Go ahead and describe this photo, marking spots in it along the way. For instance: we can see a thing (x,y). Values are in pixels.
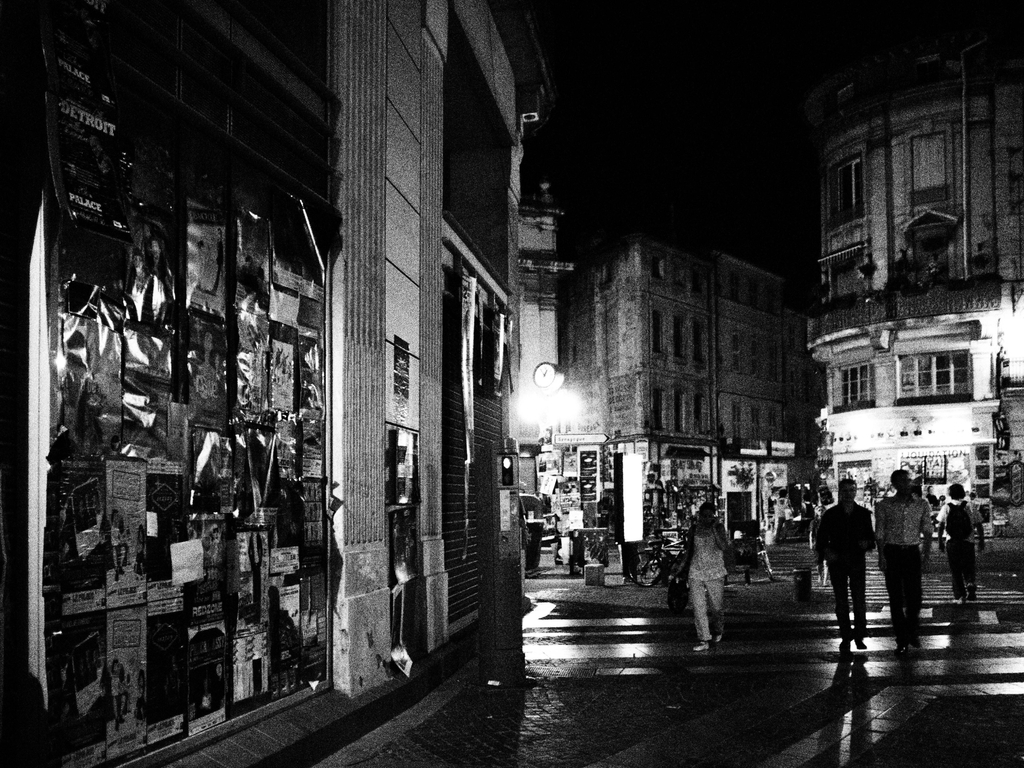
It is a black and white image, there is a road (705,669) and there are few people (843,487) on the road (778,547), around the road (708,685) there are few buildings (394,239) and stores (603,473).
